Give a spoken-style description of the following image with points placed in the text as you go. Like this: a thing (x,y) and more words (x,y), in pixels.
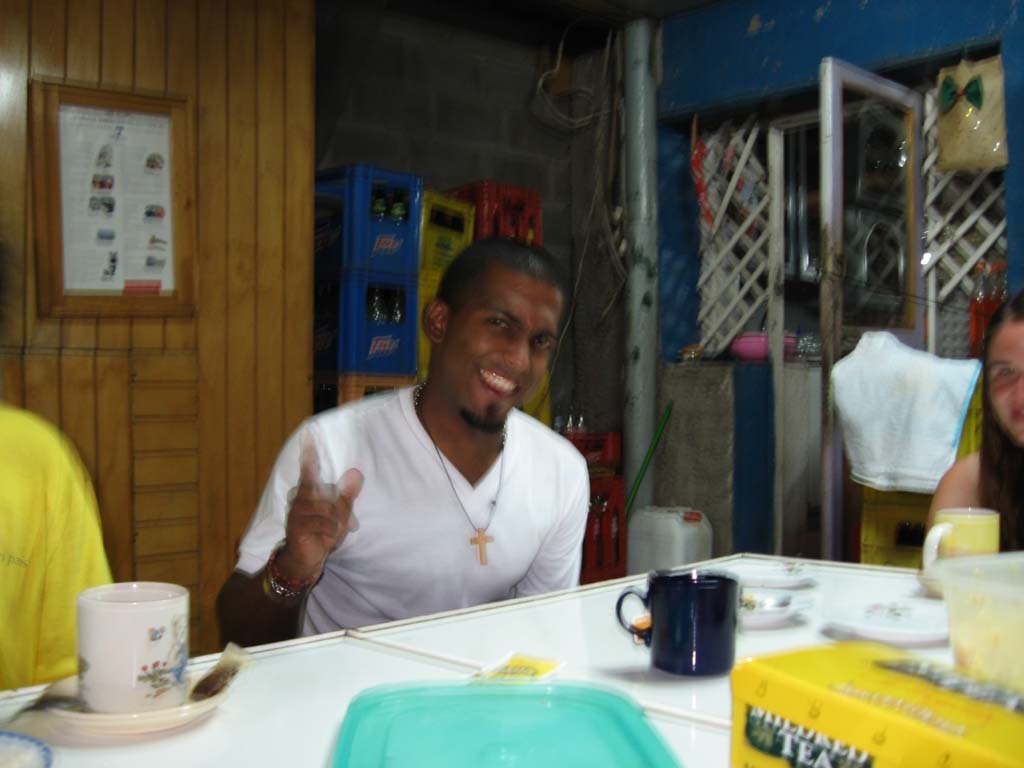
In this image a man (398,477) is sitting, he is smiling. In front of him on a table (783,637) there are cups (725,582), plates (789,586), boxes (855,700). In the background (162,245) there is a board (152,229), there are cartons (406,276), and there is a door (876,197) over here. In the right (1011,386) there is a lady (1016,438) sitting.
